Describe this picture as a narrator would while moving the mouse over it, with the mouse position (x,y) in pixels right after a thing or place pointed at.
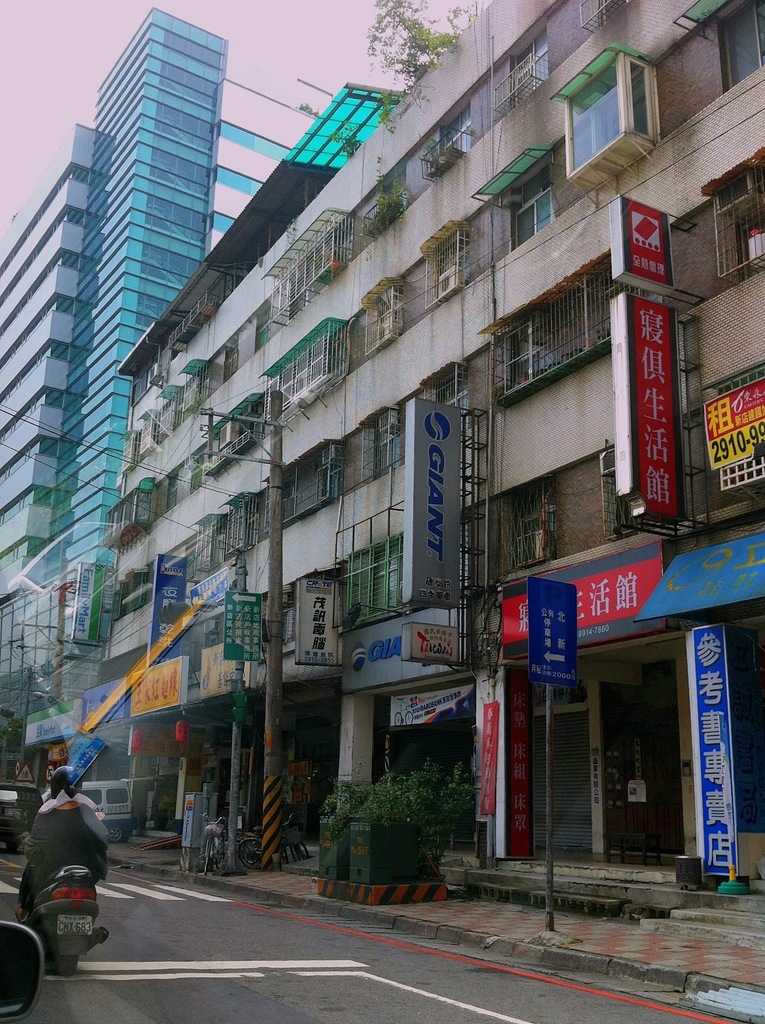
In the foreground of this image (222,987), there is a woman (53,859) riding bike (70,890) on the road (179,961). On the right (587,725), there are buildings (401,544), few boards (443,490), poles (276,487), side path (656,940) and the sky (280,83).
